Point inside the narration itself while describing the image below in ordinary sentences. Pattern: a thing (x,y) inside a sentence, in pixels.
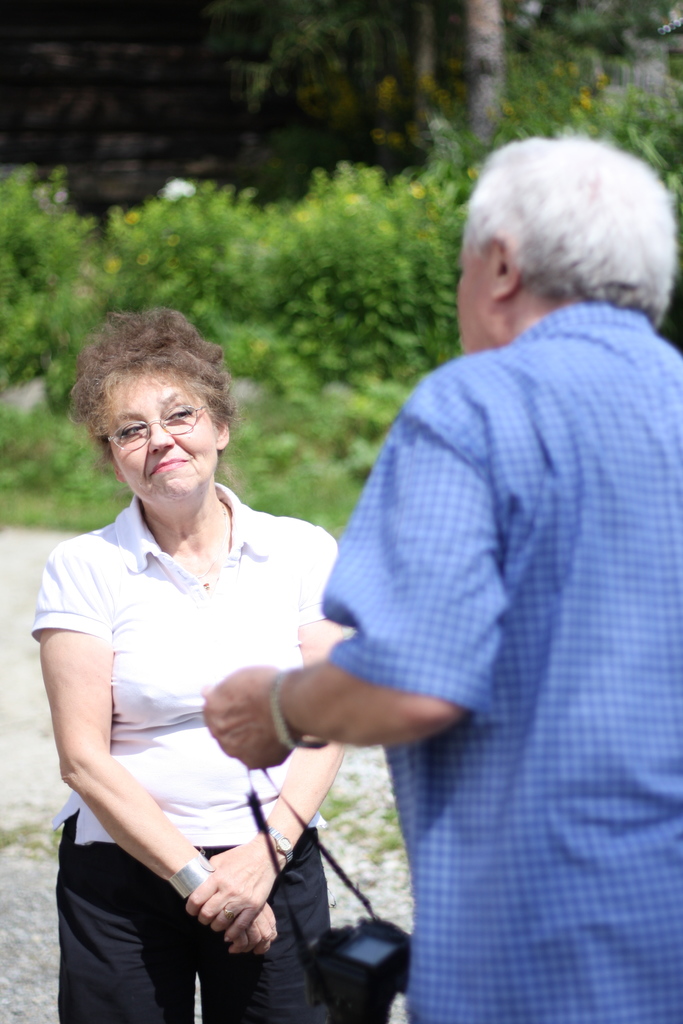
In this picture I can see a man (585,818) and a woman (225,995) standing, man (454,730) holding a camera (403,951), and in the background (343,289) there are plants (294,292) and trees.
